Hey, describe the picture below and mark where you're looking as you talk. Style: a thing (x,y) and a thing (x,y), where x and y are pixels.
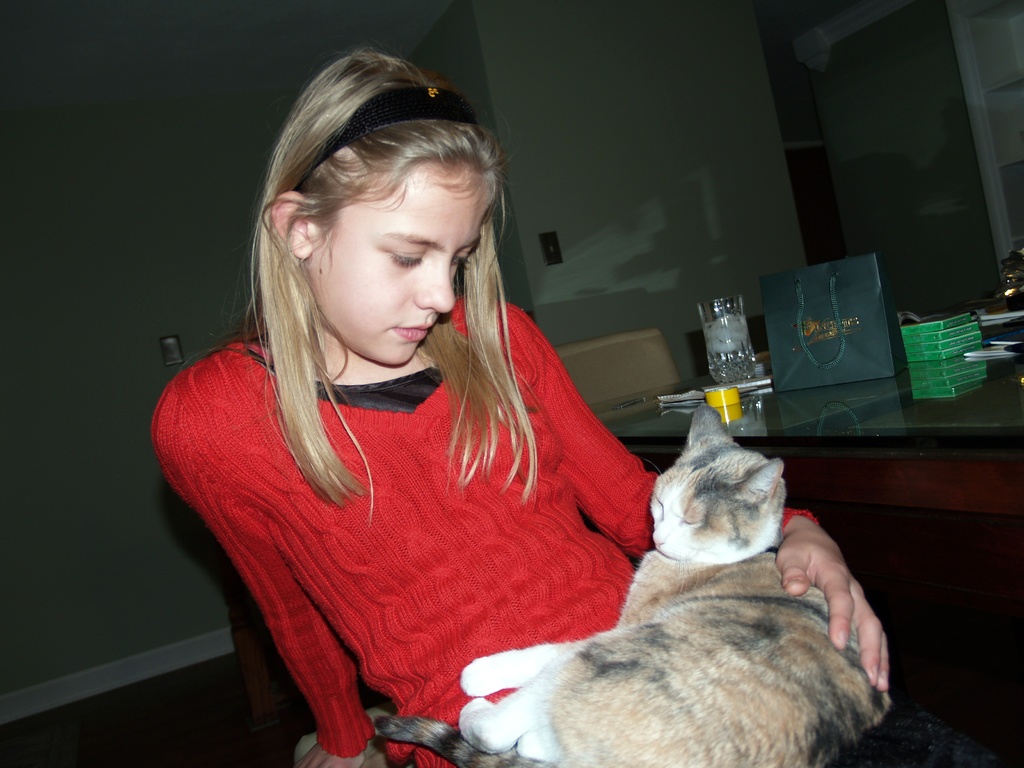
On the background (680,114) we can see a wall (655,62). Here we can see a table (830,415) and chairs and on the table (935,424) we can see glass (736,336), yellow tape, bag (886,344) and boxes (946,344). Here we can see one girl (526,425) wearing a red colour shirt (460,505) with full length sleeves (353,686) and we can see a cat (642,649) in her lap (624,654).
